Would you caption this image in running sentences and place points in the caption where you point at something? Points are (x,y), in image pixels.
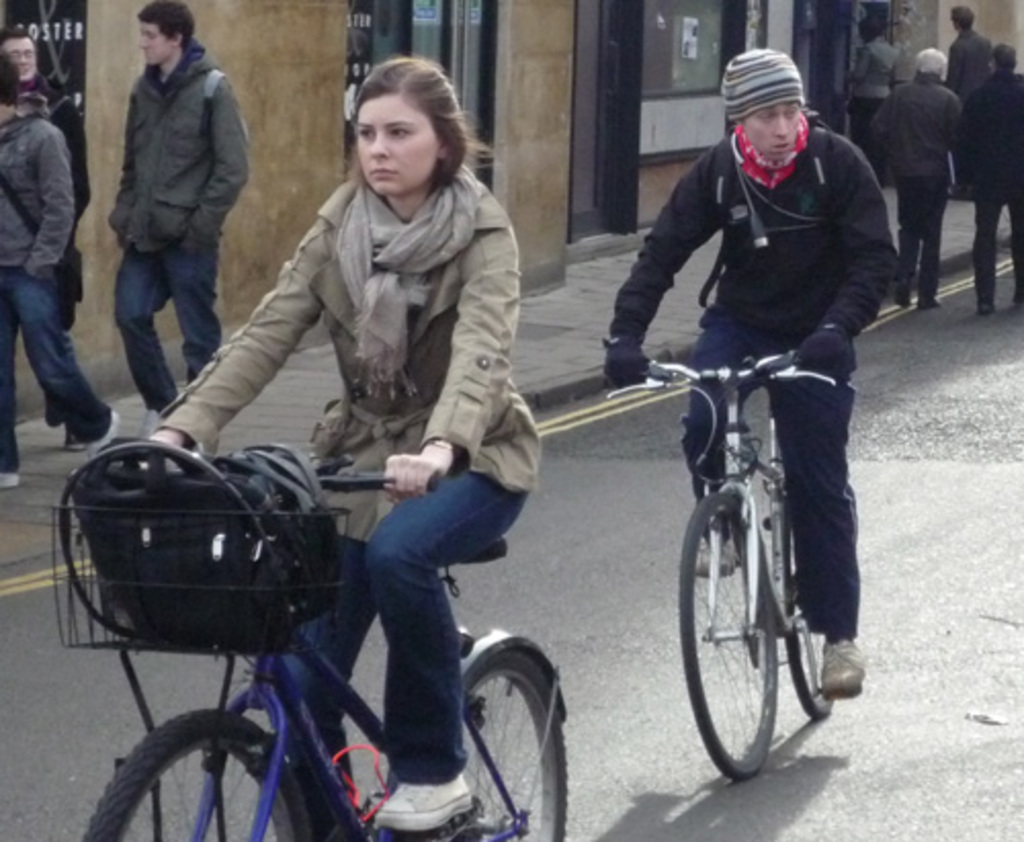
In this image, we can see people (994,96) wearing coats (916,115) and some are wearing bags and we can see people (365,610) riding on the bicycles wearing coats (473,388) and one of them is wearing a scarf (394,310) and the other is wearing a cap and gloves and there are some bags (217,493) in the basket (240,511) and there is a wall (556,124). At the bottom (604,590), there is a sidewalk (543,388) and a road (623,629).
